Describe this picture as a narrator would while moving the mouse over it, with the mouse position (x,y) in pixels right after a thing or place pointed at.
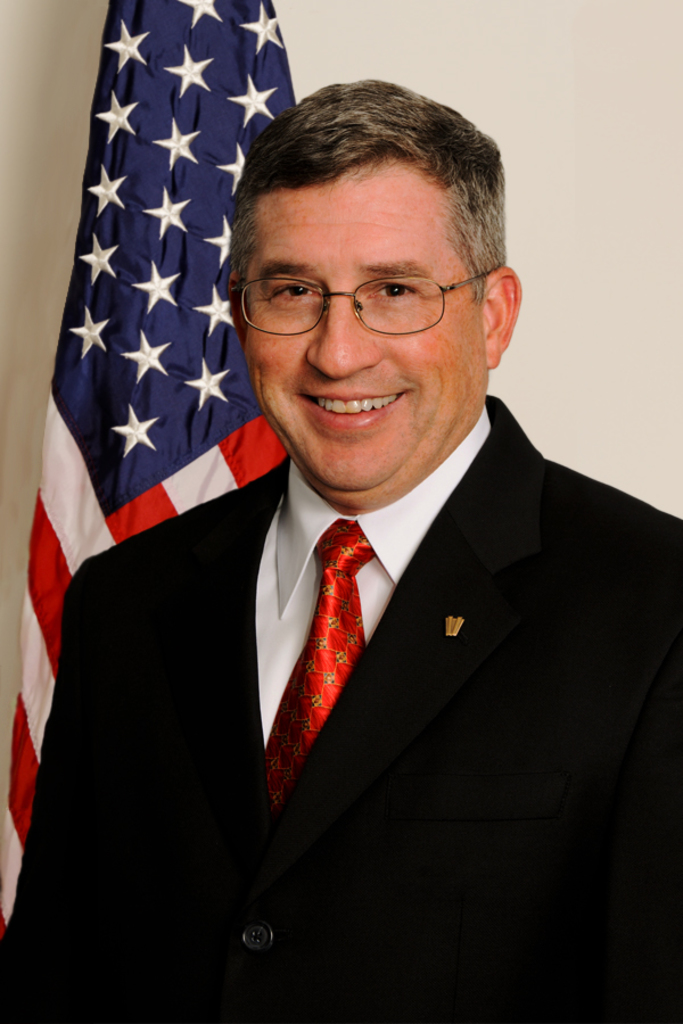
In this image I can see the person (260,804) wearing the blazer (457,722), shirt (412,546) and the tie (344,666). In the background (77,371) I can see the flag (208,250) and the wall (569,219).
